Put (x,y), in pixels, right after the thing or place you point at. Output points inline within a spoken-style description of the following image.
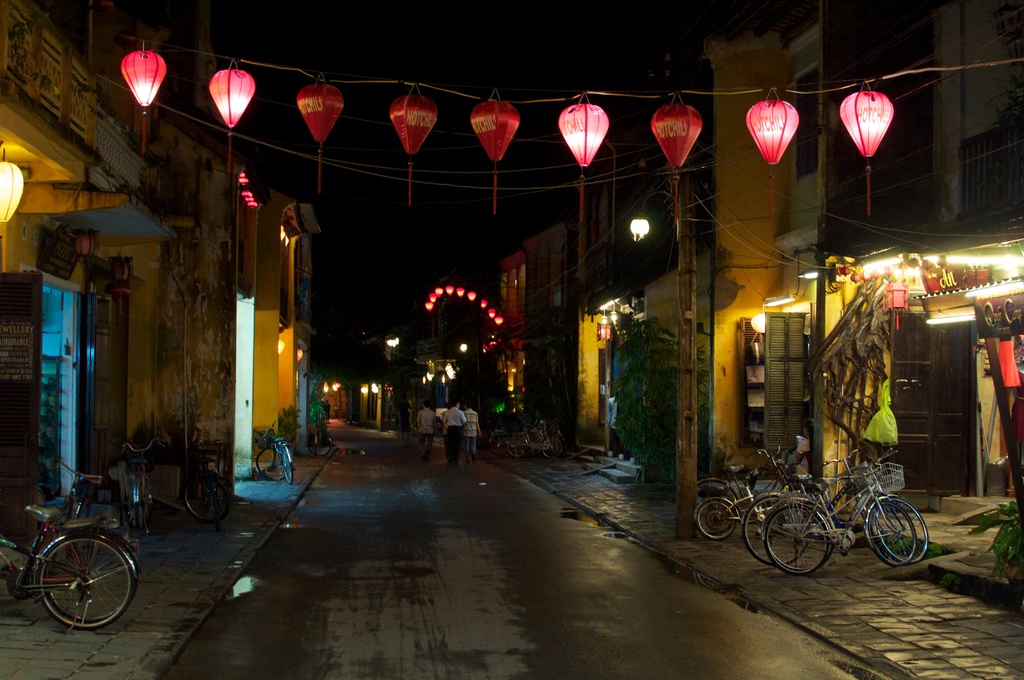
In this image we can see bicycles (787,567) parked on the sidewalk (948,592), people (459,413) walking on the road (450,555), lamps (135,60) hanged here, the buildings (155,212) on the either side, and the background (339,319) is dark in color.
